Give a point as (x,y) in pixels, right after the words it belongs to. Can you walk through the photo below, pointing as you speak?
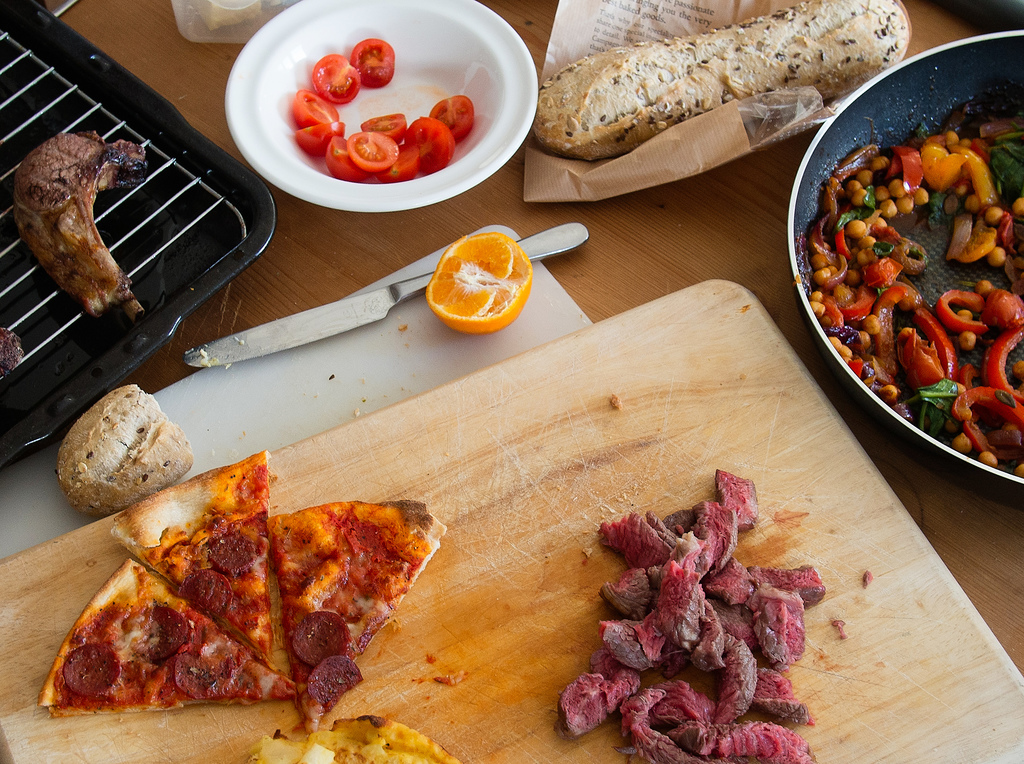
In the image we can see a wooden surface (681,219), on it there is a knife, bowl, container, food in a container (885,136), grill pan (221,256), slice of orange (433,286), baked bun (665,52) and chopper board (423,647). In the bowl (264,131) there are slices of tomato (301,140).
